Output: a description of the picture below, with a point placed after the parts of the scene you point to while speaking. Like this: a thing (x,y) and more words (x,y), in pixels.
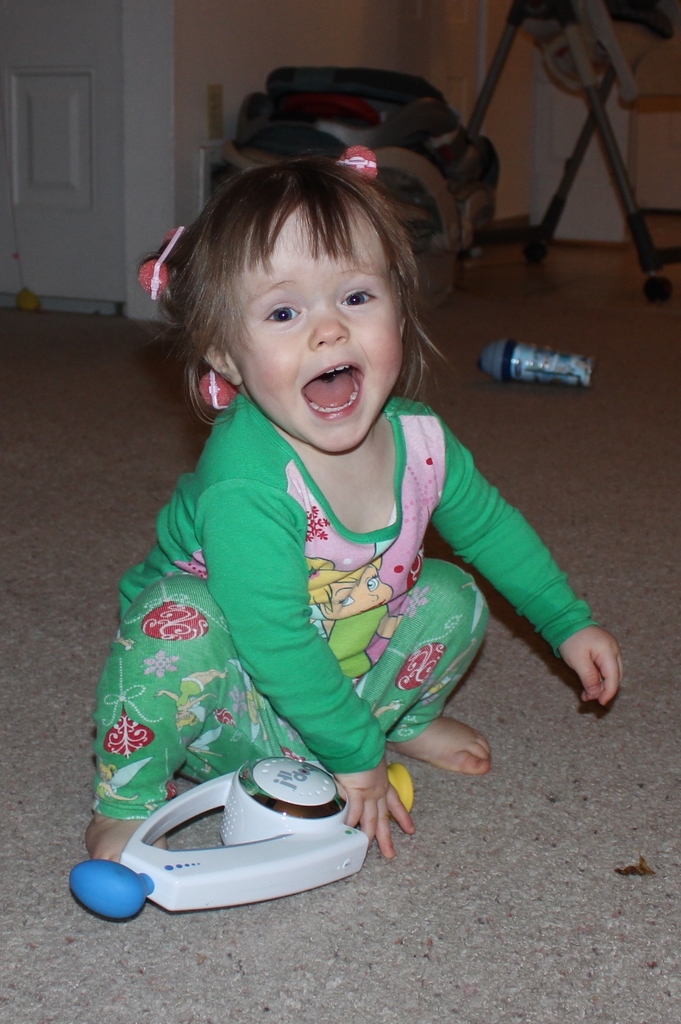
In the picture I can see a child (435,668) wearing green color dress (462,633) is in the squat position. Here we can see a white color object (253,862) placed on the floor (564,944). The background of the image (4,131) is dark, where we can see the door (82,195), some objects (526,369) and the wall (182,47).
